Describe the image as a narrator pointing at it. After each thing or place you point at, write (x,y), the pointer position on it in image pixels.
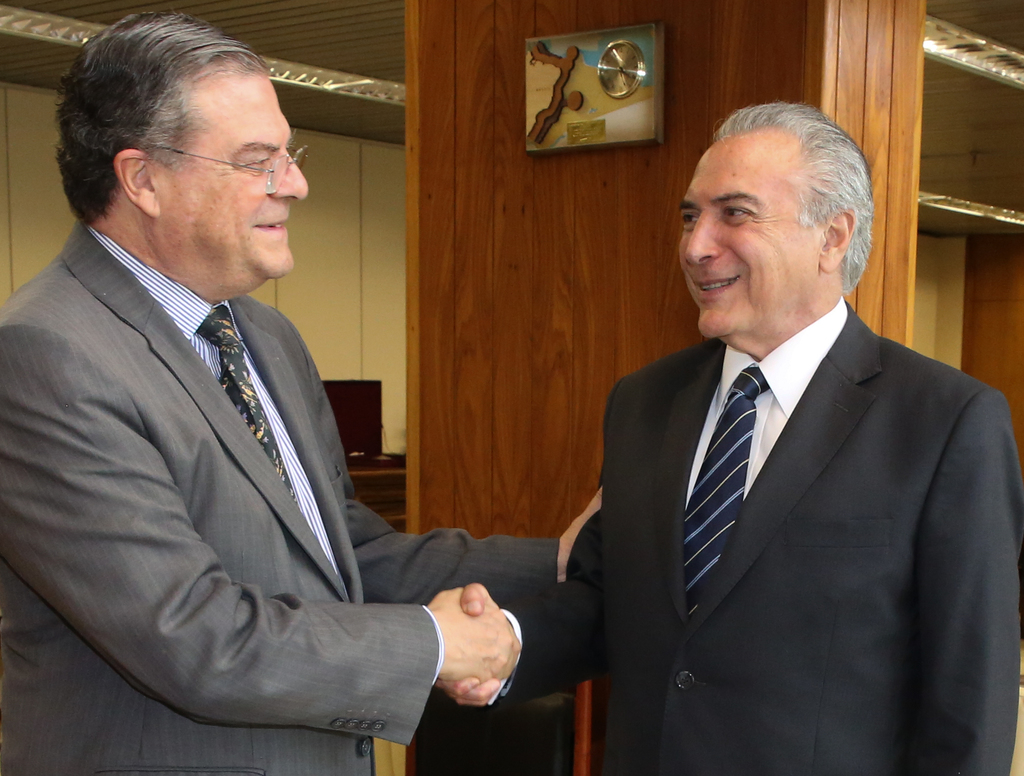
In this image we can see persons (291,525) standing on the floor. In the background (871,119) we can see system (349,394), wall (344,283) and lights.
